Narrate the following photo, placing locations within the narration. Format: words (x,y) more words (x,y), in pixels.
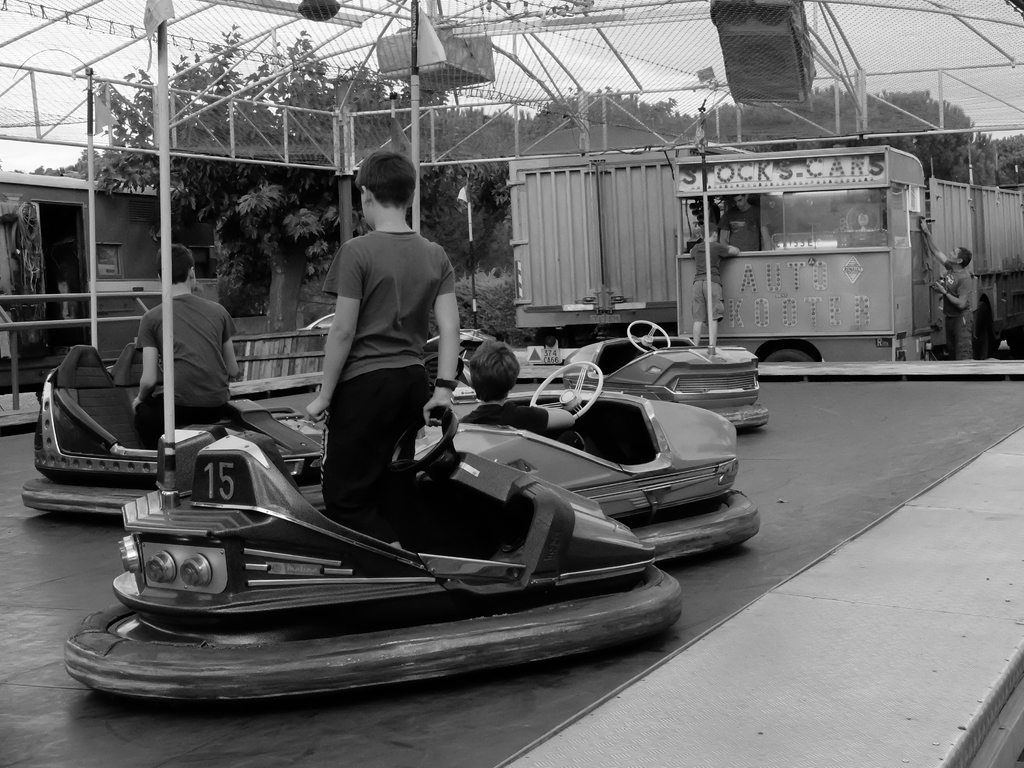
In this image there is a floor (525,752). There are battery operated cars (441,480). There are people (198,352). There are trees (988,144) in the background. There is metal fencing (651,40) at the top (858,125). There is a sky (683,49).
